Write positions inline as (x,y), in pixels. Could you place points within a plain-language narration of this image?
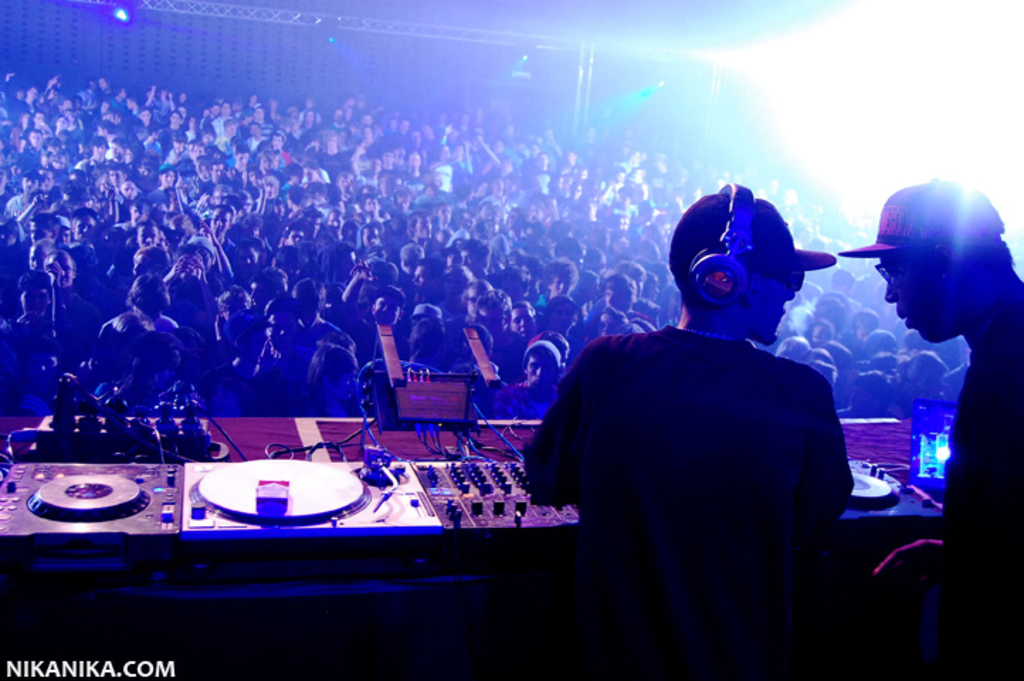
In this picture there are two people (822,479) and we can see DJ devices (268,479) and cables (415,426). These are audience (214,119). In the background of the image (465,36) it is dark and we can see lights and rods (579,81). In the bottom left side of the image (66,671) we can see text (88,668).
